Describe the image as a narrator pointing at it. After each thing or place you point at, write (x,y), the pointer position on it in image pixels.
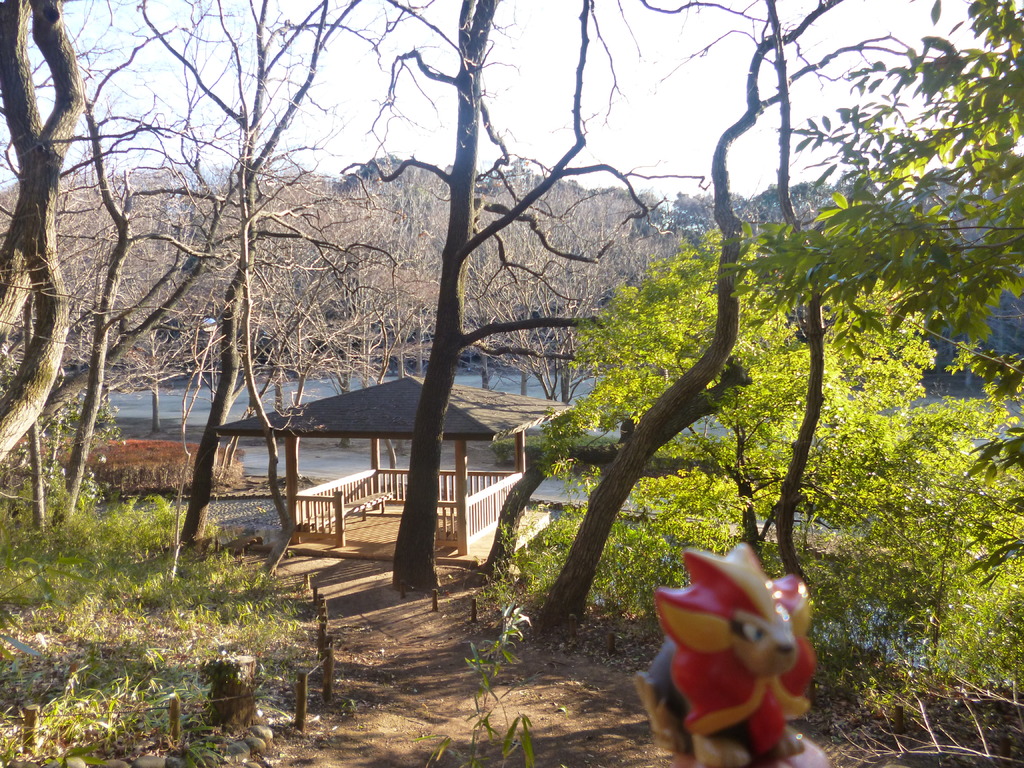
In this picture, we can see a toy (754,645) on bottom right side of the picture (707,611), we can see the ground (314,678) with grass (270,676), trees (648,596), plants (659,580), poles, trunk of tree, shed (347,487) and the sky (743,38).
